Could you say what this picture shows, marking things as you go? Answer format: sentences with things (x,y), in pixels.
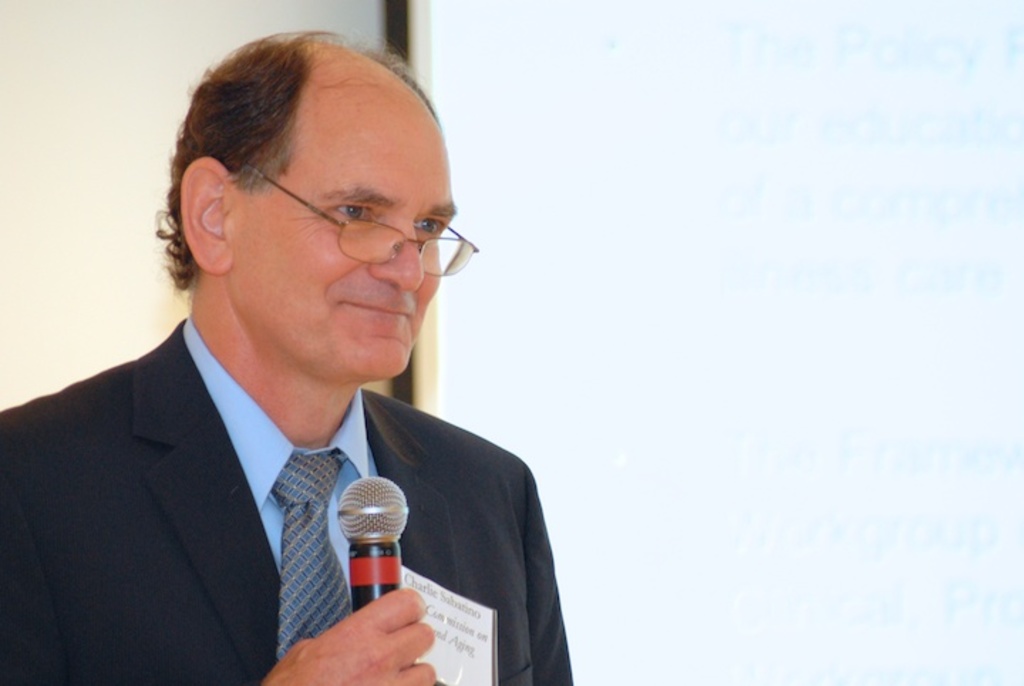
A person (290,479) is holding mic (383,563) in his hand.
